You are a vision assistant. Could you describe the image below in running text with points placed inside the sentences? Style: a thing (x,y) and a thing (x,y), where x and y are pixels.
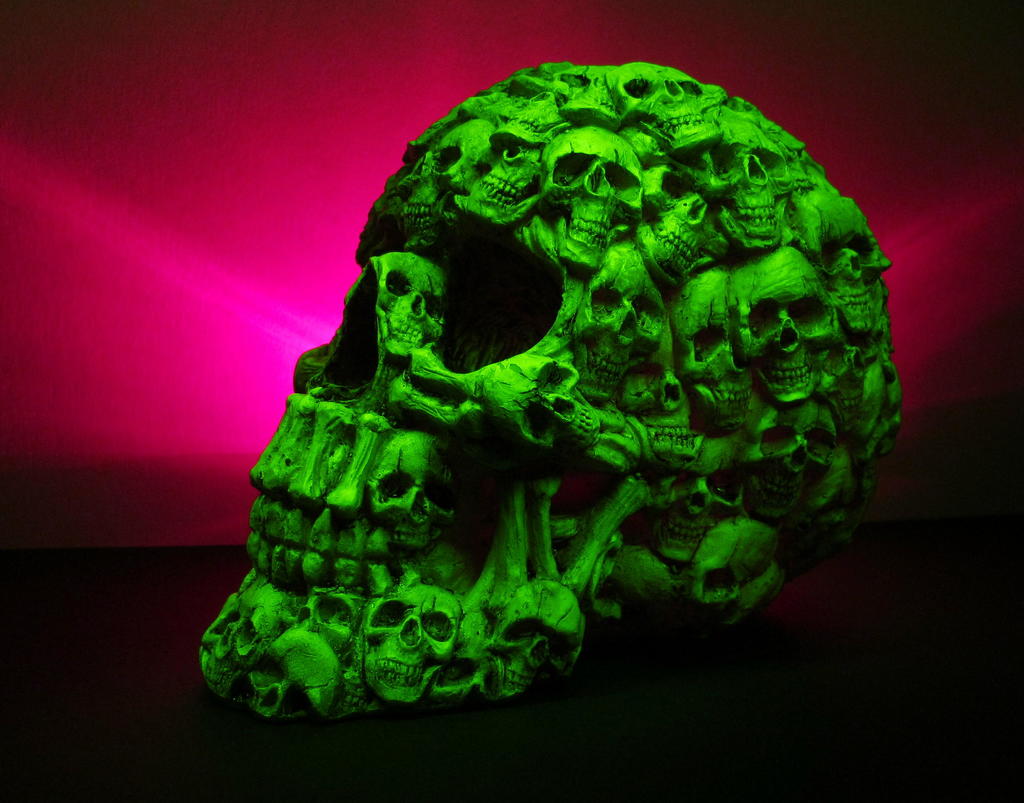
In this image I can see a green color skull (635,421), there are many skull structures (622,313) on it.
